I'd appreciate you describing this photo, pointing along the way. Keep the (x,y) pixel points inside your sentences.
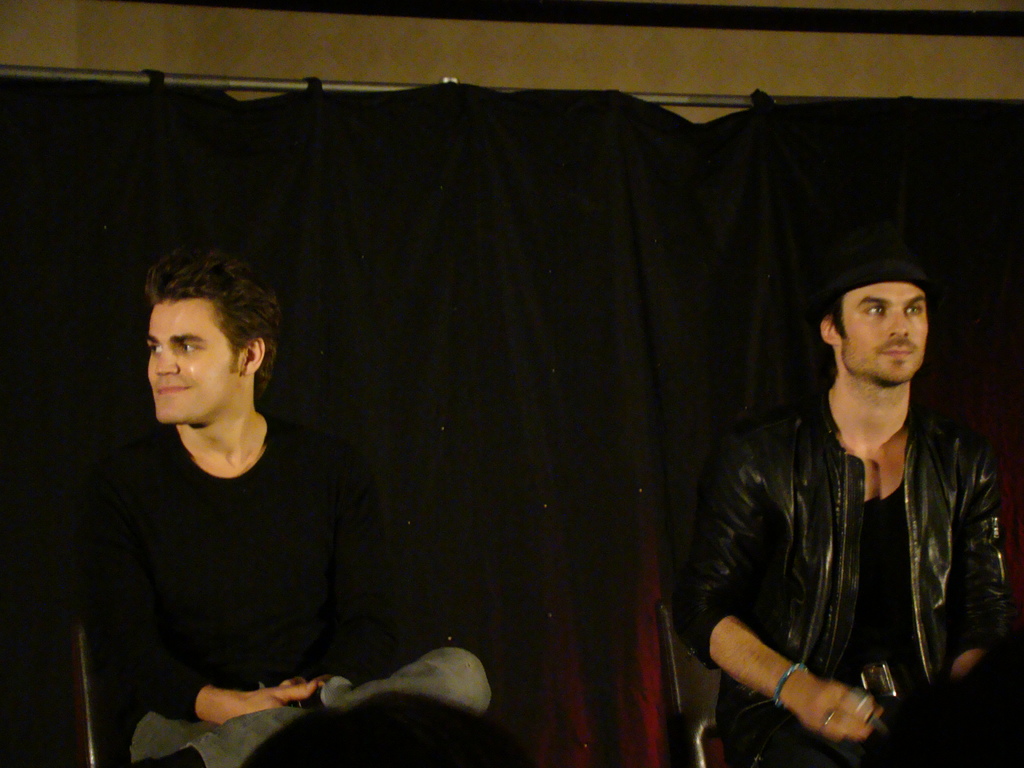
In the image there are two men (221,373) in black dress (823,445) sitting on chairs (701,725), behind them there is a curtain (517,233) on the wall (425,44).
